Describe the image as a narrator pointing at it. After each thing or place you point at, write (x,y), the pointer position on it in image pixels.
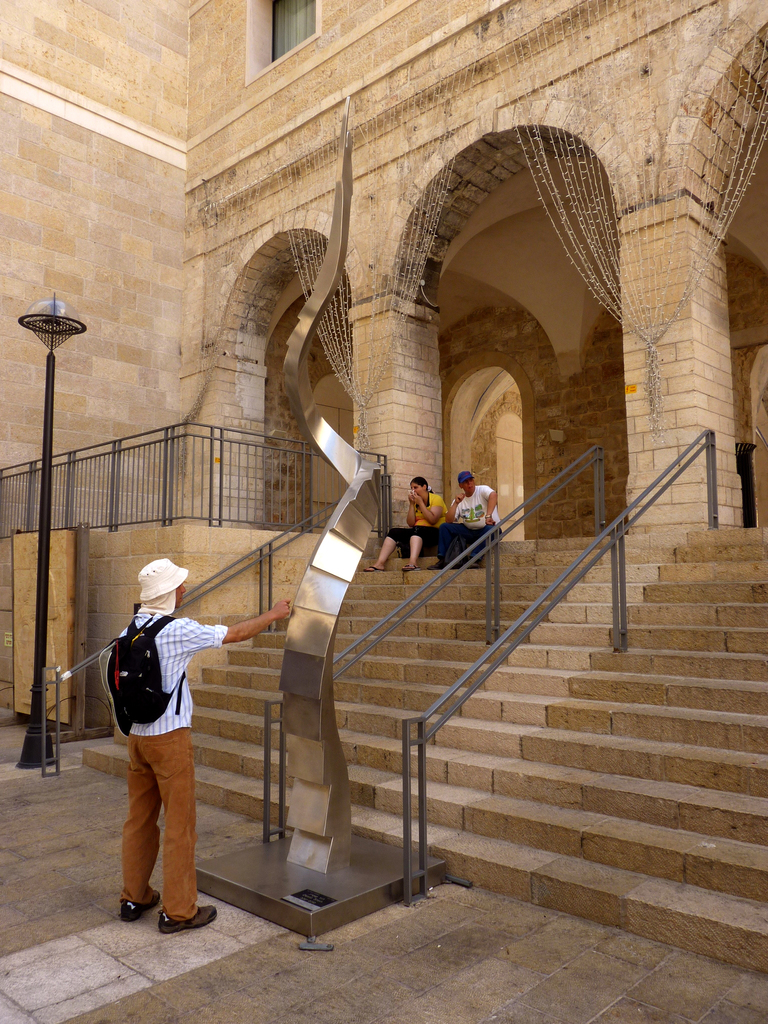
In this image there is a couple (430,519) sat on the stairs (506,547) of a building (502,510), in front of them there is a person (174,737) standing and checking out a metal structure (322,599), beside the person (167,657) there is a lamp post (49,314).
